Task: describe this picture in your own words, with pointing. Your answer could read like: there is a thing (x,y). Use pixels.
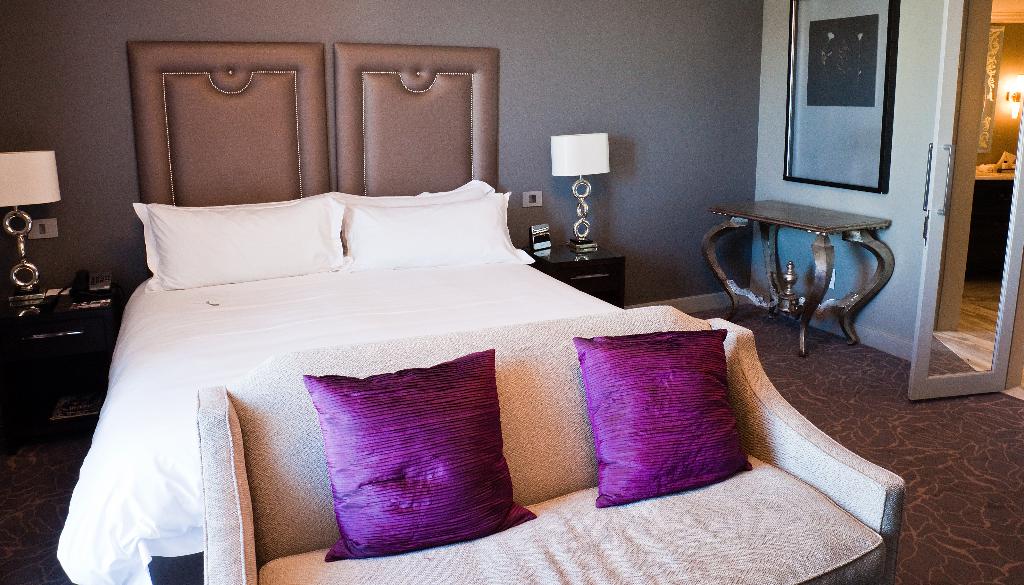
In this image I see the bed (302,282) over here on which there are pillows (278,240) and I see a sofa (754,409) over here on which there are violet color cushions (596,433) and I see the floor (952,411) and I see tables (87,302) on which there are lamps (22,169) and I see another table (715,262) over here and I see the photo frame (816,132) over here and I see the door (934,248) and I see the wall (706,141). In the background (1012,96) I see the light (1017,83) over here.
